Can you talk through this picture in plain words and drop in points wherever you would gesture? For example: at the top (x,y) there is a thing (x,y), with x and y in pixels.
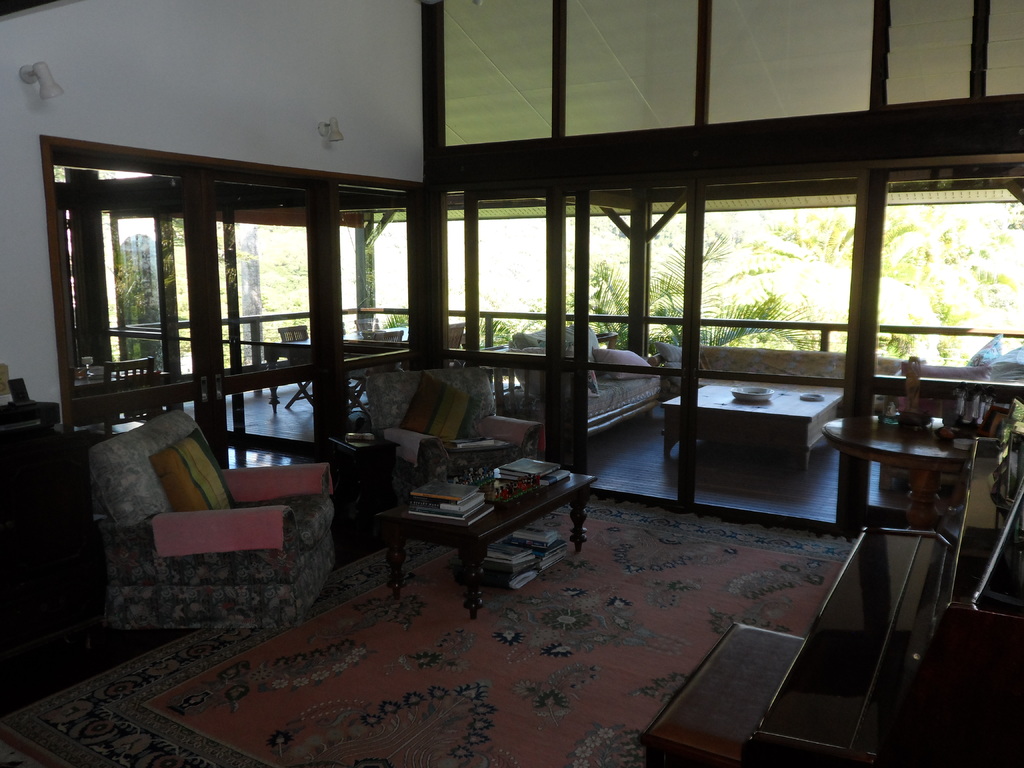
In this image I can see chair (166,510), pillow (214,483). On the table (461,528) there are books (450,510). There is a couch (747,353).
